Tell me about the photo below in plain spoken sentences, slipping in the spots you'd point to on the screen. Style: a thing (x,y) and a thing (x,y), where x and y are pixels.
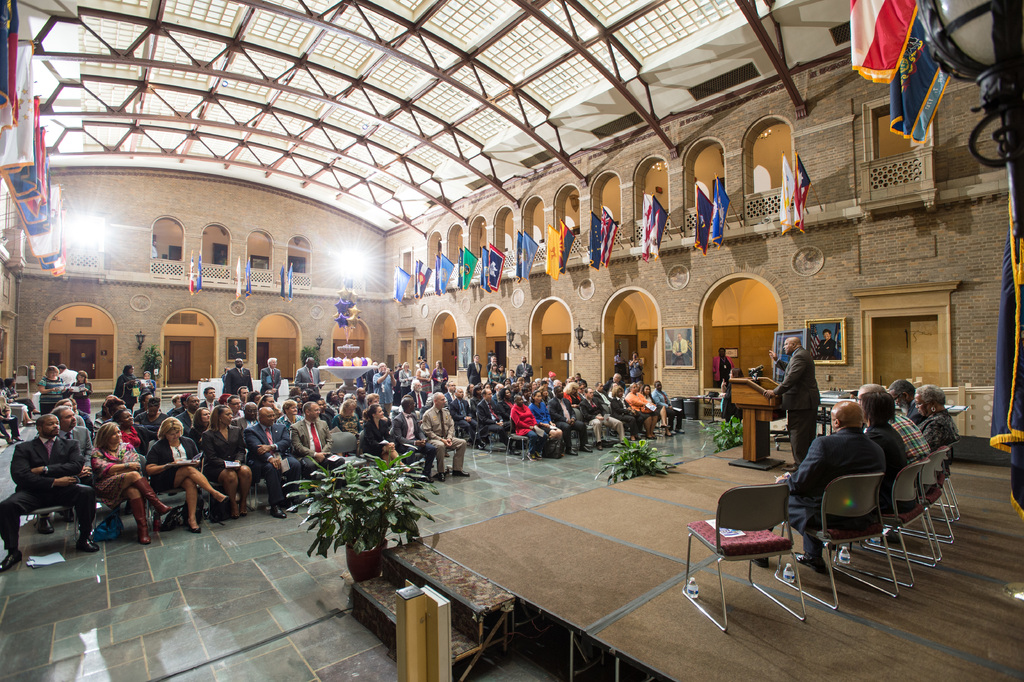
In this image I can see few people (863,468) sitting on the chairs (848,483) and one person (793,385) standing in-front of the podium (753,407). In-front of these people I can see the flower pots (364,518) and the group of people (173,468) with different color dresses (240,438). To the right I can see the frames (682,355) attached to the wall (560,300). I can see many flags (17,200) and there are the lights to the wall (454,277).
